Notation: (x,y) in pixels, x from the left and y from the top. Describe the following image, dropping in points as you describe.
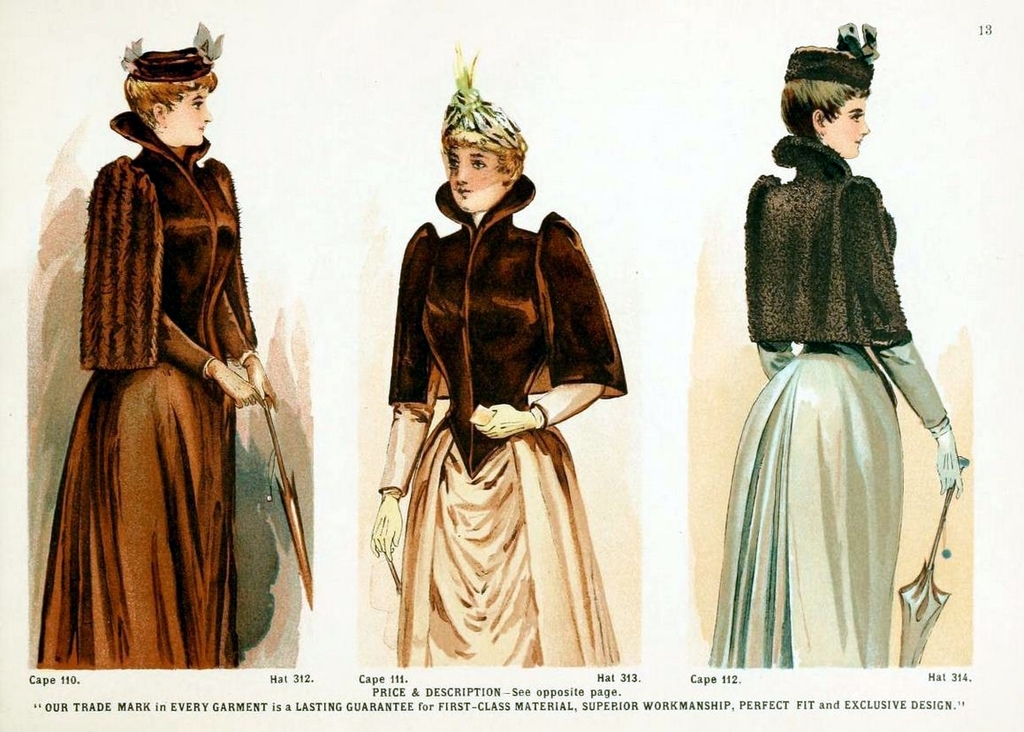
In this image there are three drawing pictures (501,265) of a person (550,261) as we can see in middle of this image (553,460). There is some text (542,694) written in the bottom of this image (480,689).
